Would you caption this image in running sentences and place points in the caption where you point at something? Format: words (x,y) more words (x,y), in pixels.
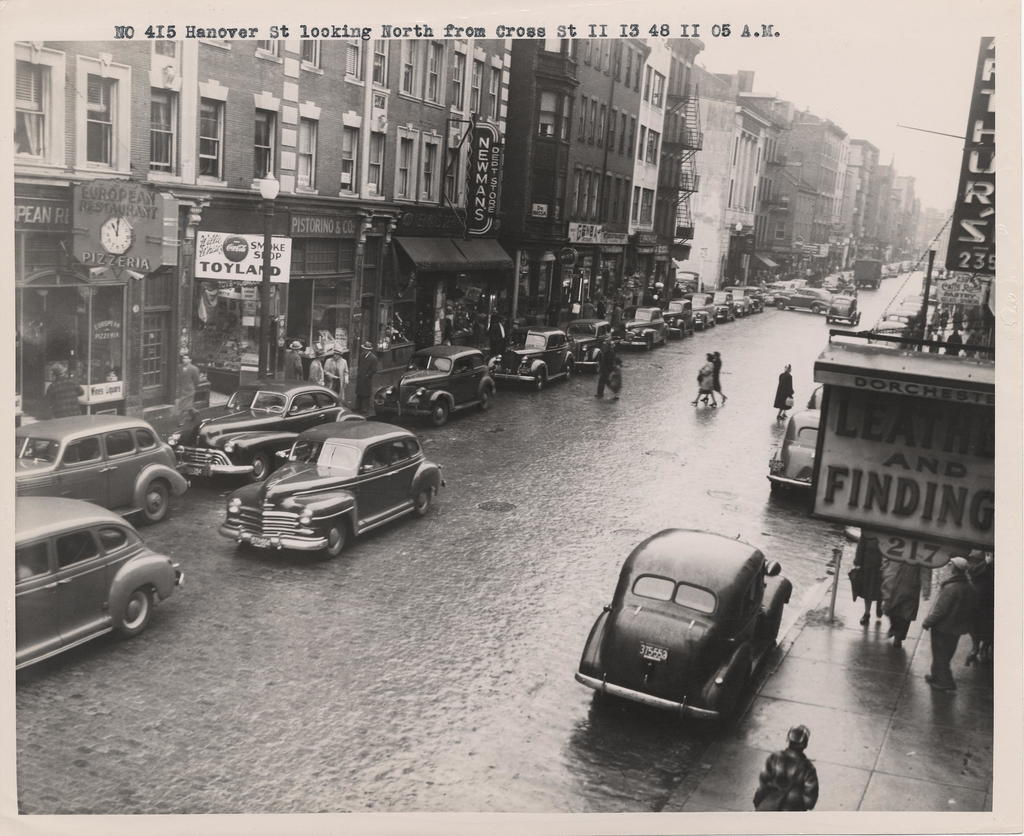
In this image there are so many vehicles (810,302) moving on the road (615,470) and few people (788,367) are walking on the road (549,550) and a few (947,662) are standing on the pavement (876,684). On the right (749,221) and left side of the image (148,253) there are buildings (61,253), boards (138,238) and poles (921,131). In the background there is some text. At the top of the image (564,31) there is some text (430,29).
